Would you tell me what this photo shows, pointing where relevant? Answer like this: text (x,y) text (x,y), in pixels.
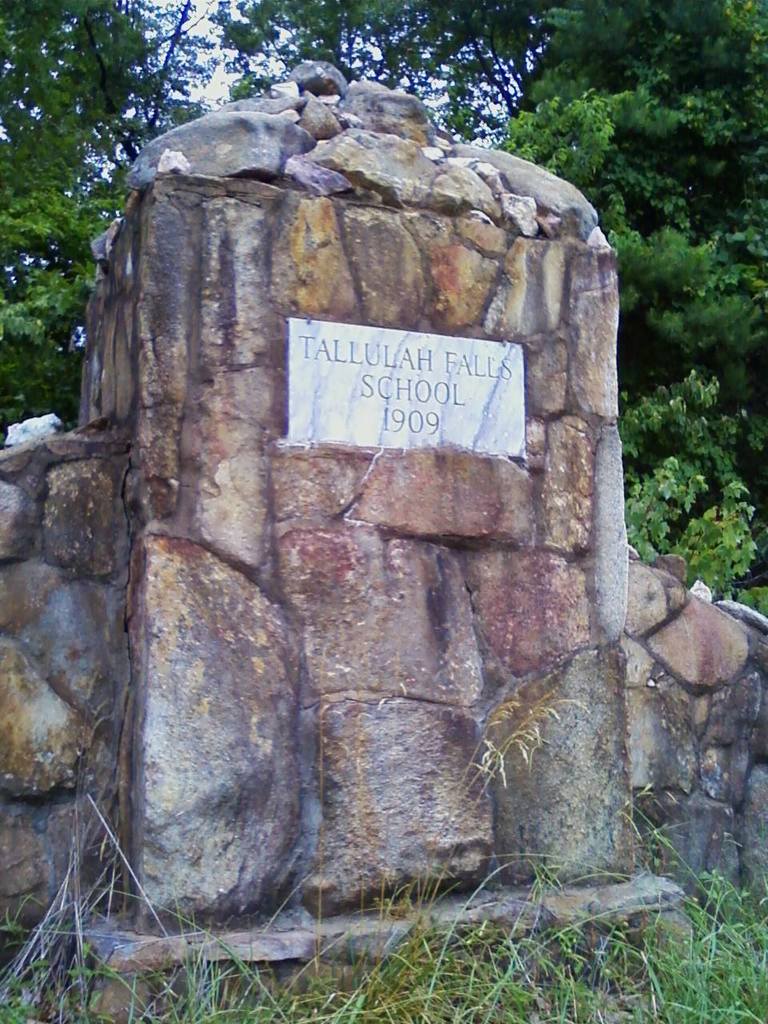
In this picture there is a headstone (498,369) in the center of the image (388,375) and there are trees (425,69) in the background area of the image (23,230).
